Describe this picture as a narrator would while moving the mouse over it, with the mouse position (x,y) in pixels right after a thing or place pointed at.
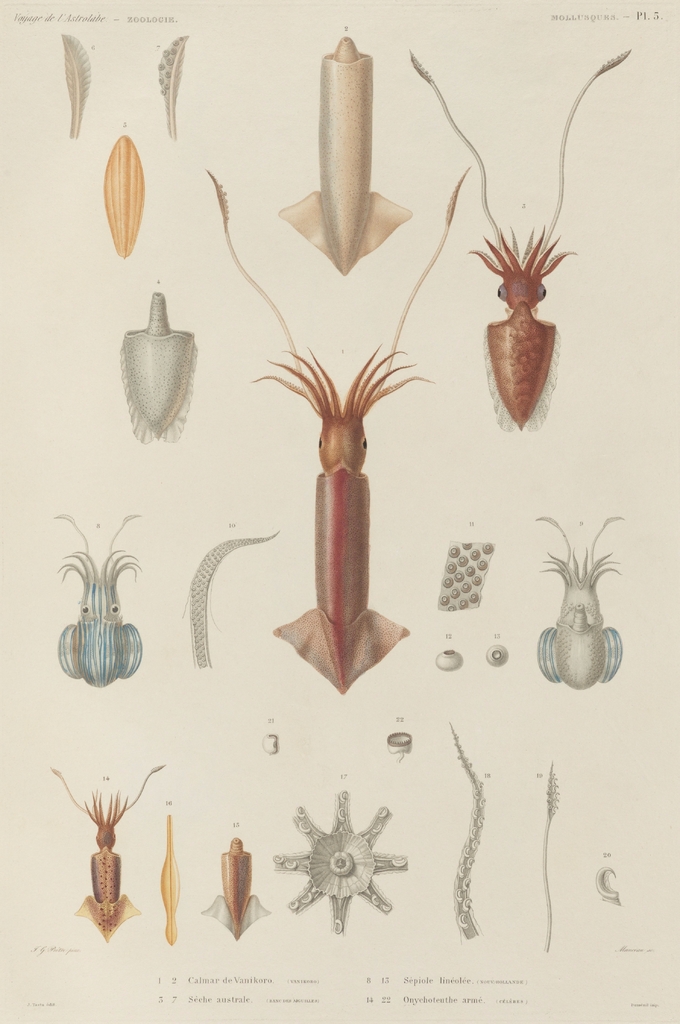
Here in this picture we can see a chart (325,362), on which we can see structures (303,218) of some things (334,131) present over there.
